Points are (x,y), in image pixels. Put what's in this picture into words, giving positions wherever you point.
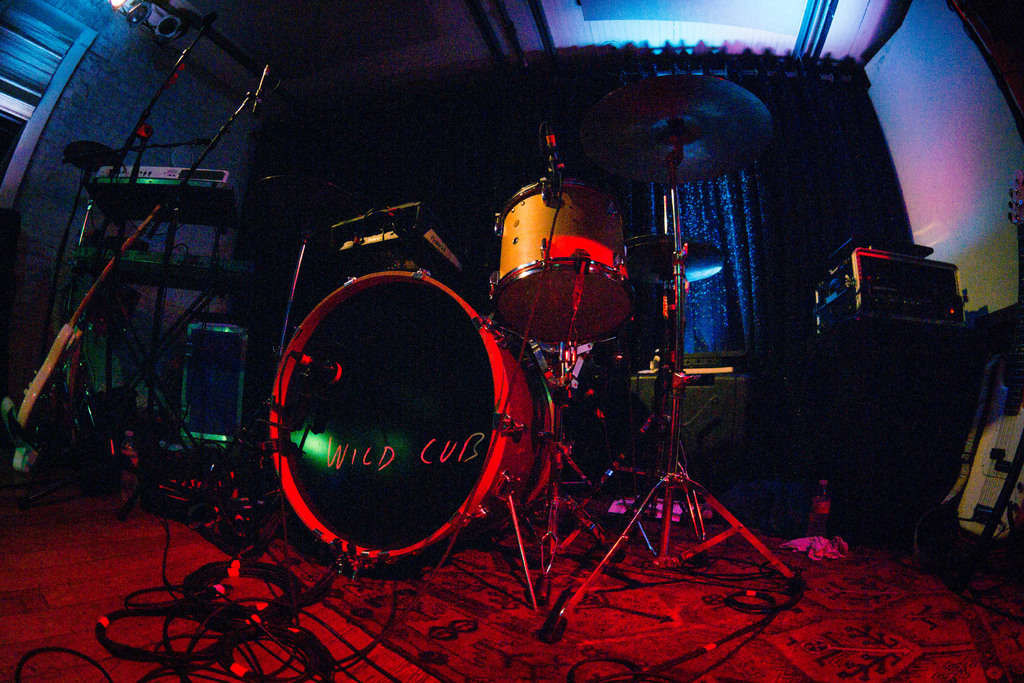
In this picture we can see musical instruments (534,429). There is a carpet (775,642) on the floor (804,639). In the background (809,250) we can see a wall (49,157) and a curtain (755,281).
